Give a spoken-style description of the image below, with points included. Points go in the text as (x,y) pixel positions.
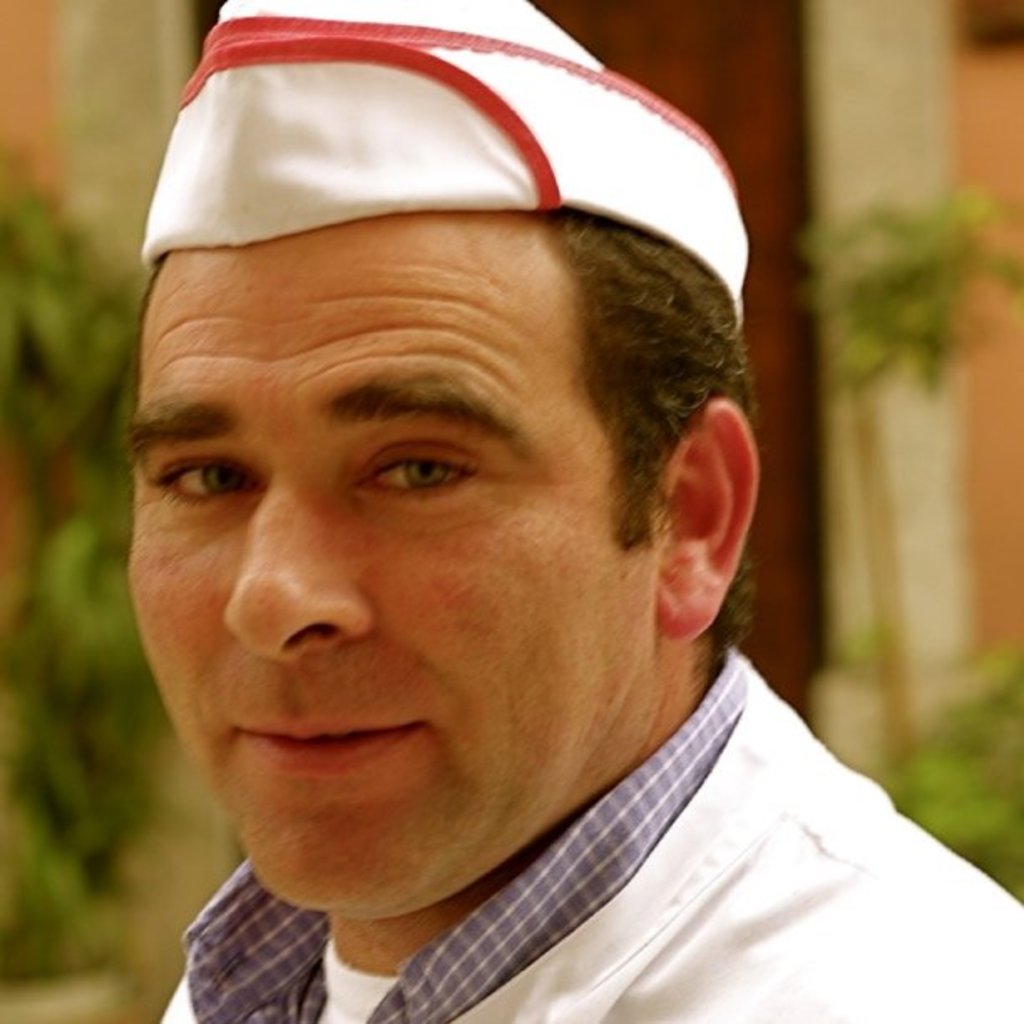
In this image in the front (516,717) there is a person (496,782) and in the background (51,413) there are plants (28,409) and there is a wall (63,171) and there is a door (761,158).
